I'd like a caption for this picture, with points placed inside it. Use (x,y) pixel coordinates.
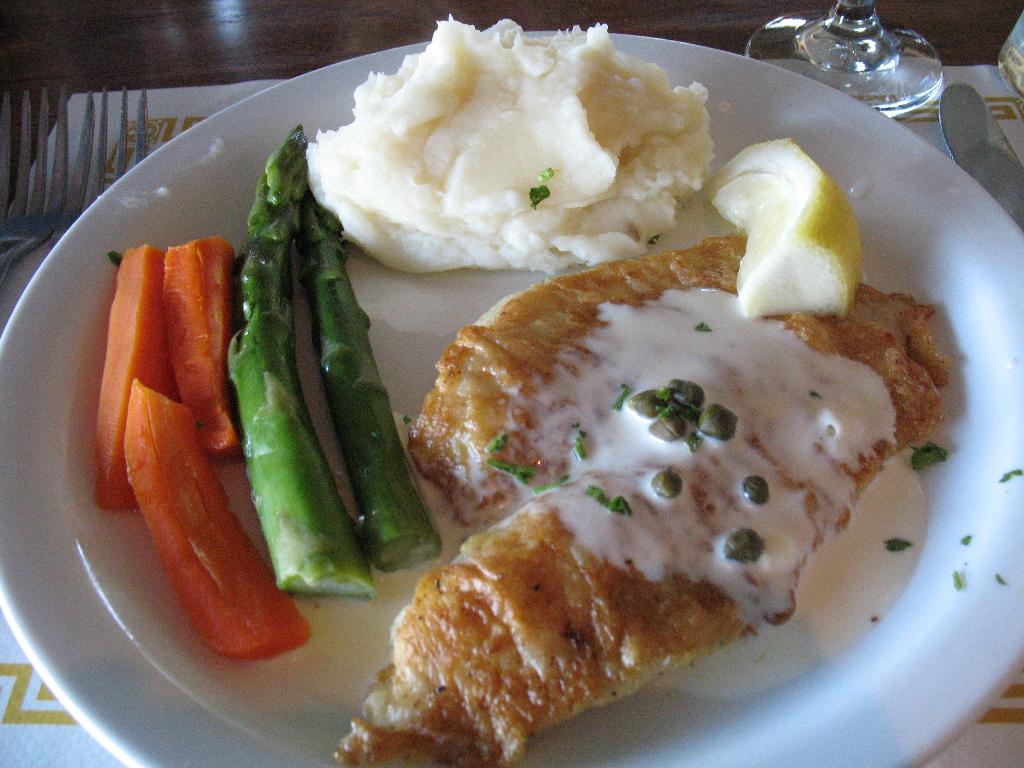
In the image there is a plate (978,492) on which there is a carrot pieces (172,469) and food (416,625) on which there is a white cream (804,401). Beside it there is a mashed potato (505,156) and a piece of lemon (775,252). The plate (146,212) is in white colour and beside it there are two forks (62,154).
